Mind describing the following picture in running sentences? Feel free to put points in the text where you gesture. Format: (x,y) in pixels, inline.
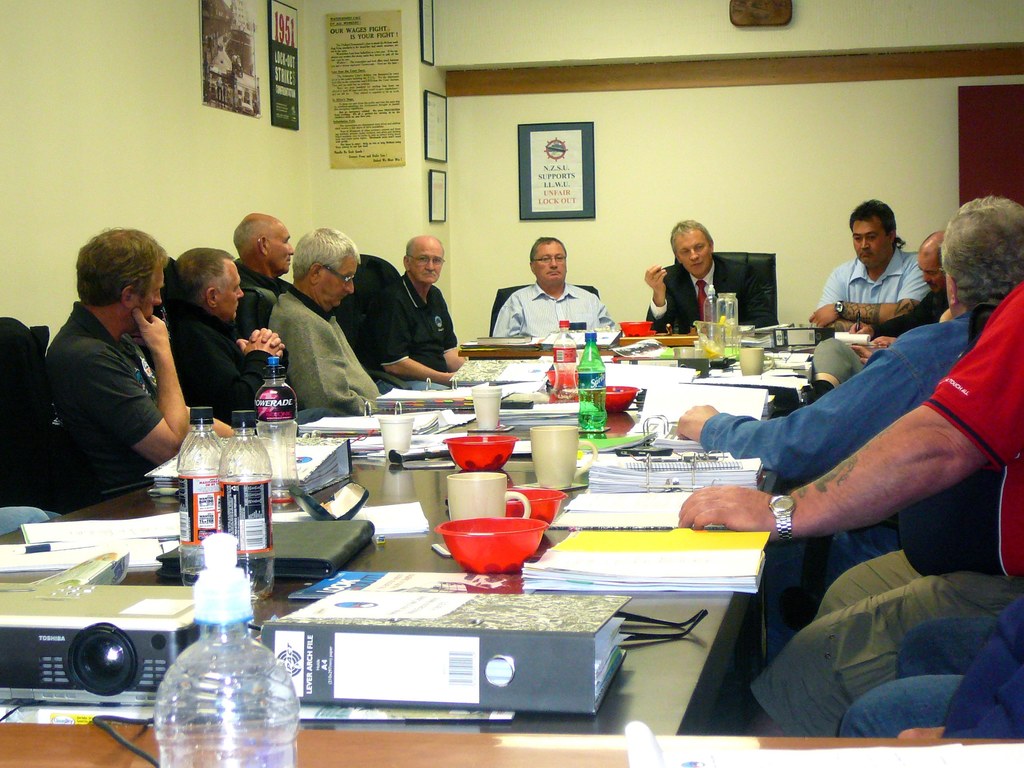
In this picture we can see some people (513,324) are sitting on chairs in front of a table (351,567), there are some files (746,479), bottles (274,490), mugs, bowls (458,553), a projector (104,630) present on the table (653,610), in the background (758,217) there is a wall (725,143), there are some boards (522,204) on the wall (454,105), we can see some text (386,70) on these boards (385,68).
